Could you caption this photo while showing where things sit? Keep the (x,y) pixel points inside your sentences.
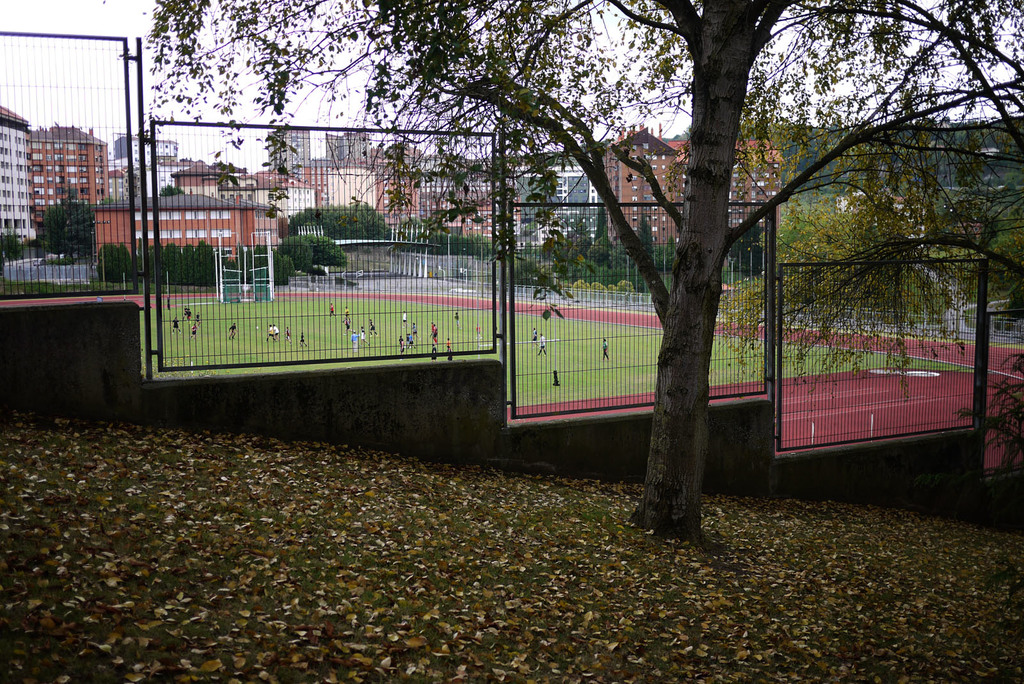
In the image at the bottom (531,524) there is ground (196,513) with grass (223,499) and dry leaves (709,506). And also there is a tree (698,476). Behind the tree (531,77) there is a fencing (1011,351). Behind the fencing (278,315) there are few players (197,325) playing on the ground (238,334). In the background (20,147) there are many buildings (328,166), trees (284,240) and poles (269,239). And also there is a sky (932,40).
